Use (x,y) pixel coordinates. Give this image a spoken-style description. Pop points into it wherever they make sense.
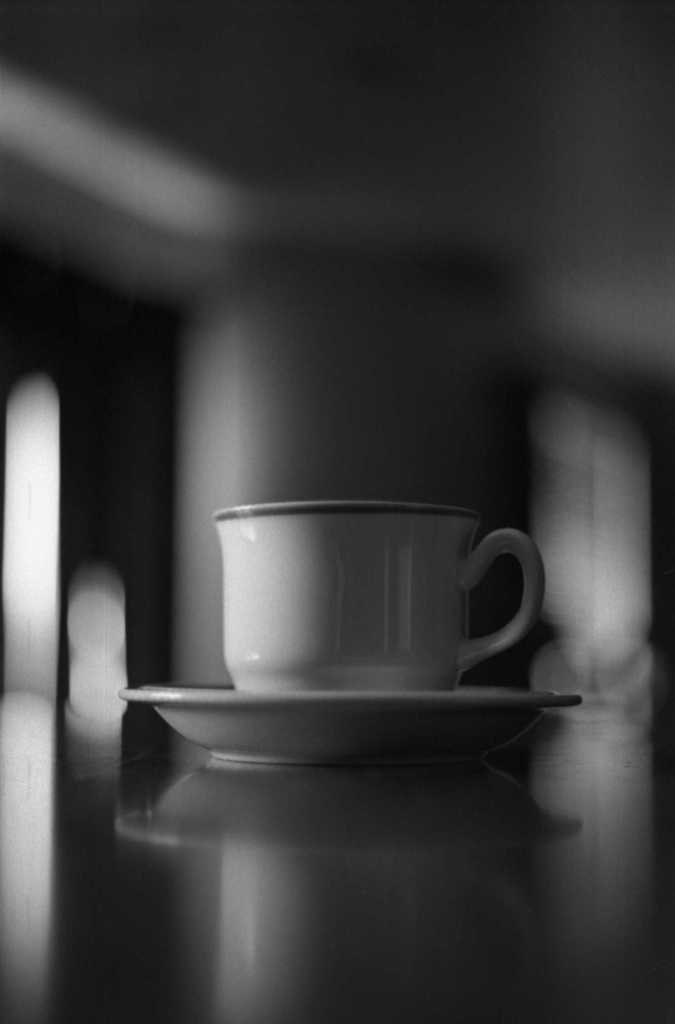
This image is a black and white image. This image is taken indoors. At the bottom of the image (263,845) there is a table (409,861). In this image the background (509,359) is a little blurred. In the middle of the image (417,543) there is a cup (311,654) and a saucer (454,729) on the table (379,792).
